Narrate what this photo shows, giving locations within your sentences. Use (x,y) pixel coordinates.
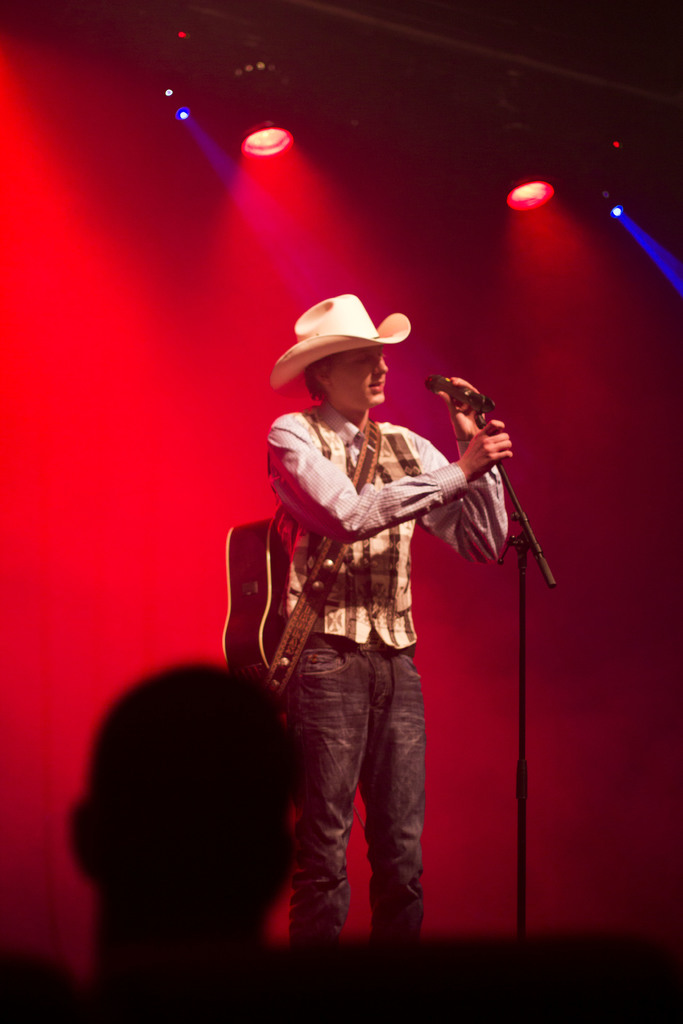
In this image in the middle (369,450) there is one Person (365,657) who is standing and he is wearing a guitar (275,564) and he is also wearing a cap (347,345) in front of him there is one mike (447,388) and on the background (250,206) there are some lights (541,188) and in the bottom of the left corner (227,831) there is another person (192,880).
